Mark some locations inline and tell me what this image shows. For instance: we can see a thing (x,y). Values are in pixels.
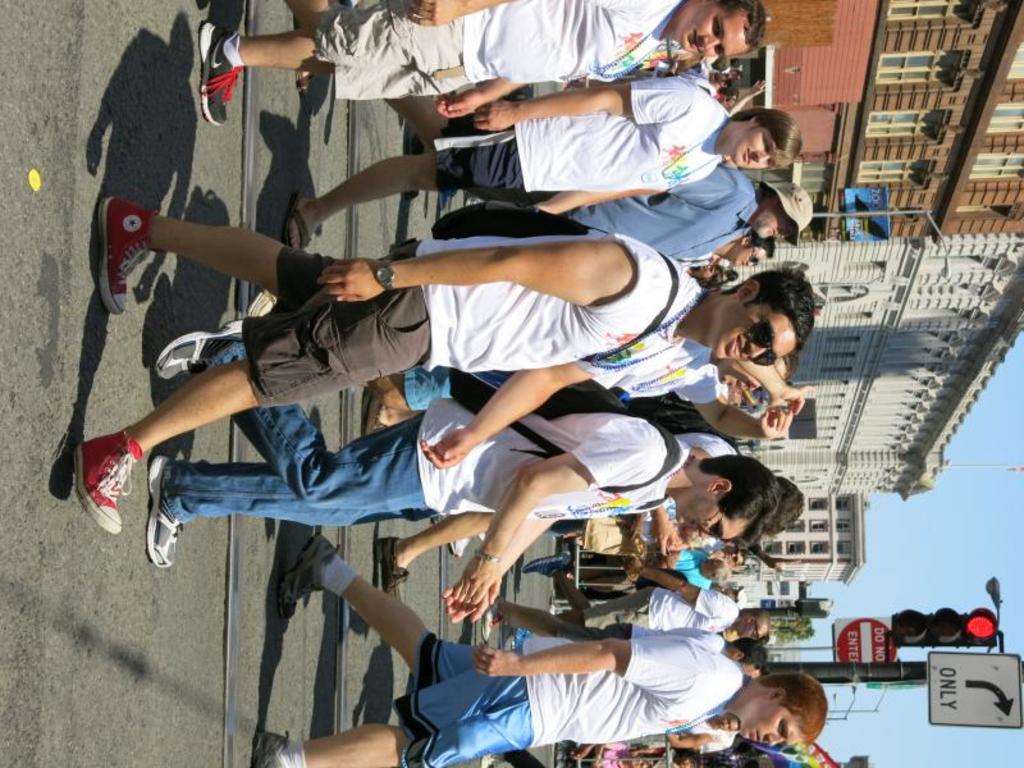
In this image I can see there are groups of people (460,556) walking on the road (259,575), there is a railway track (268,454) on the road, in the background (865,657) there are a few poles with boards (954,671) and a traffic light (912,633). There are buildings (869,266) at left side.
